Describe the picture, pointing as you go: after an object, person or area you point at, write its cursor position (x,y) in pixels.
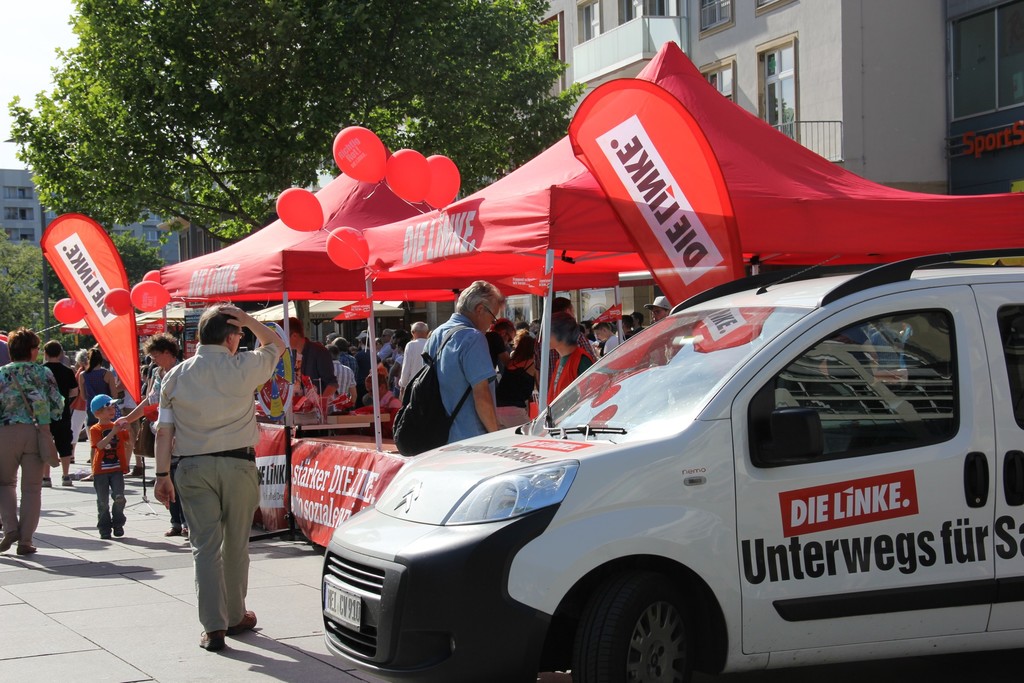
In this image there are few stalls (349,452) decorated with balloons (423,181), in front of them there are so many people (276,335) standing and few (10,397) are walking on the road (157,549). On the right side of the image (801,529) there is a vehicle (680,546) parked. In the background (837,55) there are buildings (837,55) and trees (113,209).
